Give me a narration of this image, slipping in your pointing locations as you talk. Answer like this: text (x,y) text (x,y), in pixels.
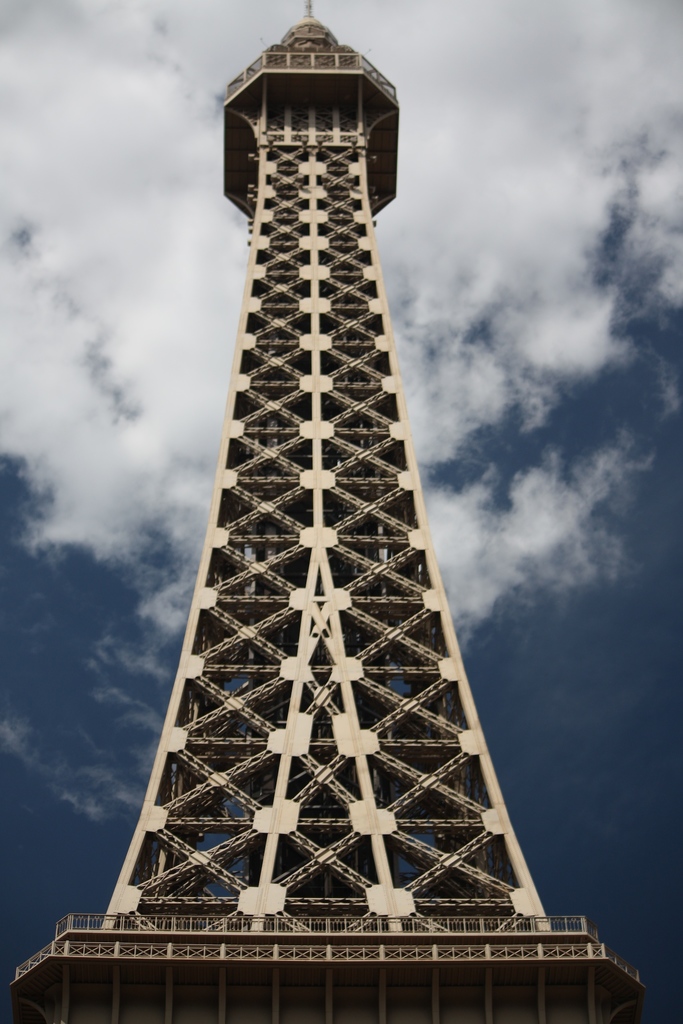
In this image I can see the Eiffel Tower (330,356) in the front (222,760). In the background (41,880) I can see clouds (667,250) and the sky (41,880).
